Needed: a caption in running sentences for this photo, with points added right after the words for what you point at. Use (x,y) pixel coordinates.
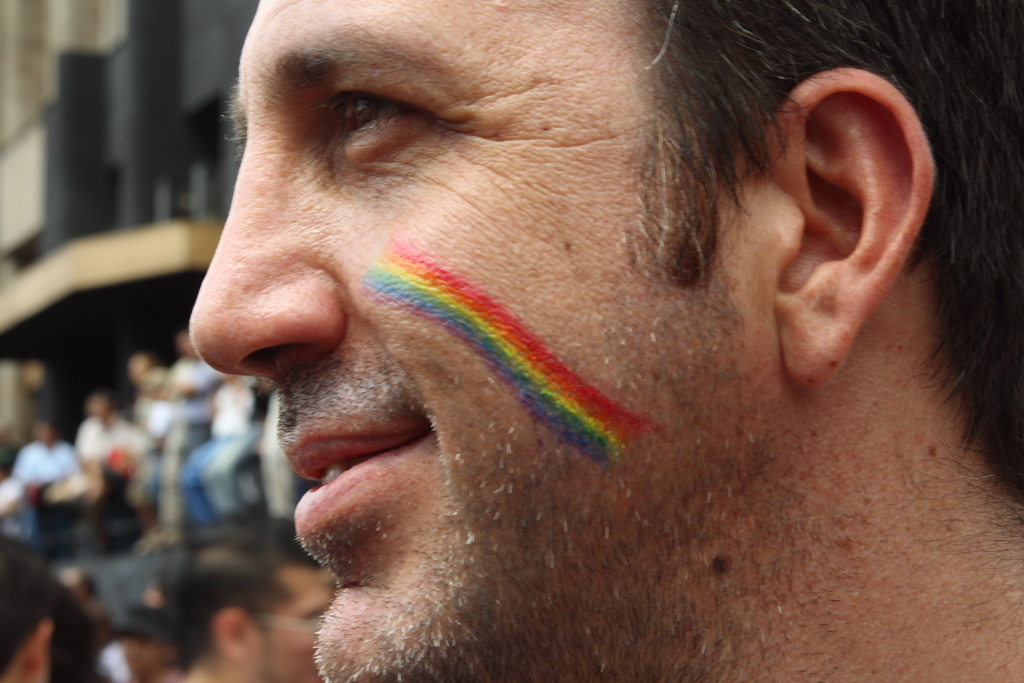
In this picture I can see few people (76,474) standing and I can see a building (117,209) few are seated and I can see a man (416,313) and I can see painting (589,402) on his face (400,423).
